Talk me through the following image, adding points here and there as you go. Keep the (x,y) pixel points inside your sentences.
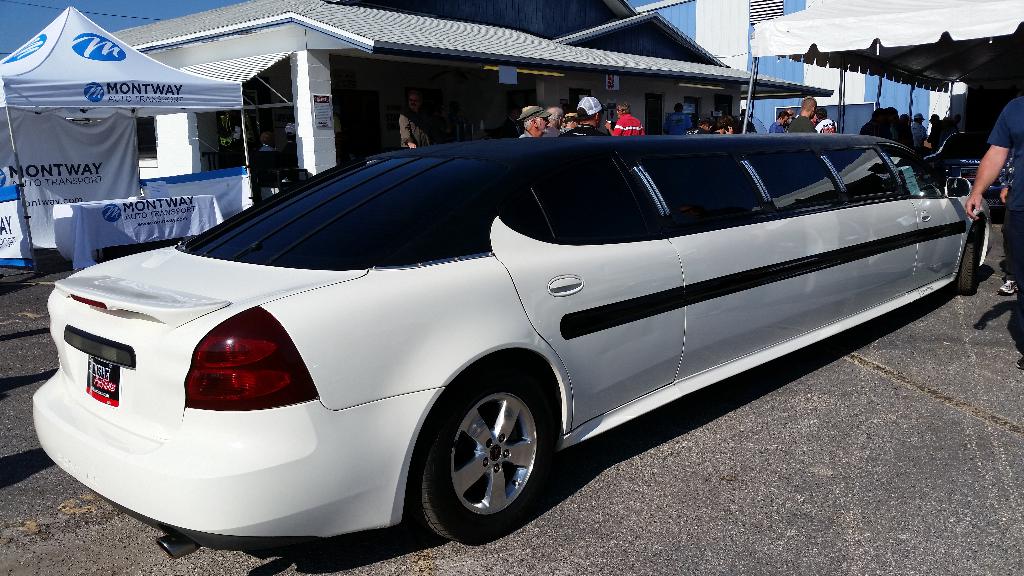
In this image I can see the ground (775,492) and a huge car (684,322) which is white and black in color on the ground (792,493). I can see few persons (1023,252) standing, few white colored tents (868,64) and few buildings (335,79). In the background (157,4) I can see the sky (198,9).
